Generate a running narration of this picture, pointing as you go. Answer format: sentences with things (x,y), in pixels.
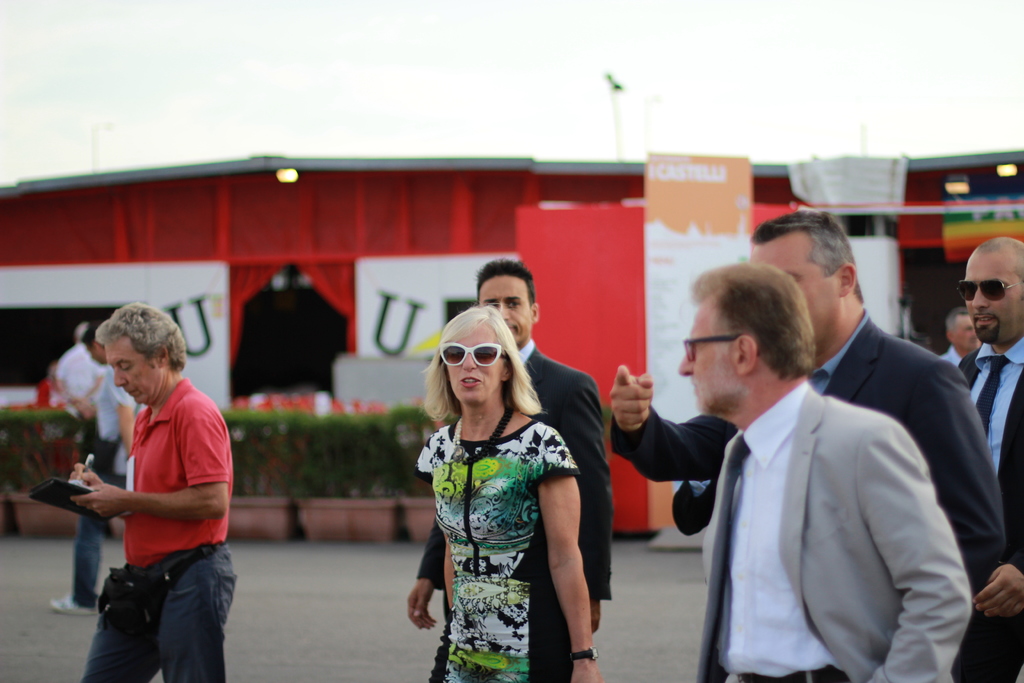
In the picture there are a group of people (779,462) and behind them there is some compartment (407,252), it is of red color and in front of that compartment (411,196) there are few plants (374,467).
